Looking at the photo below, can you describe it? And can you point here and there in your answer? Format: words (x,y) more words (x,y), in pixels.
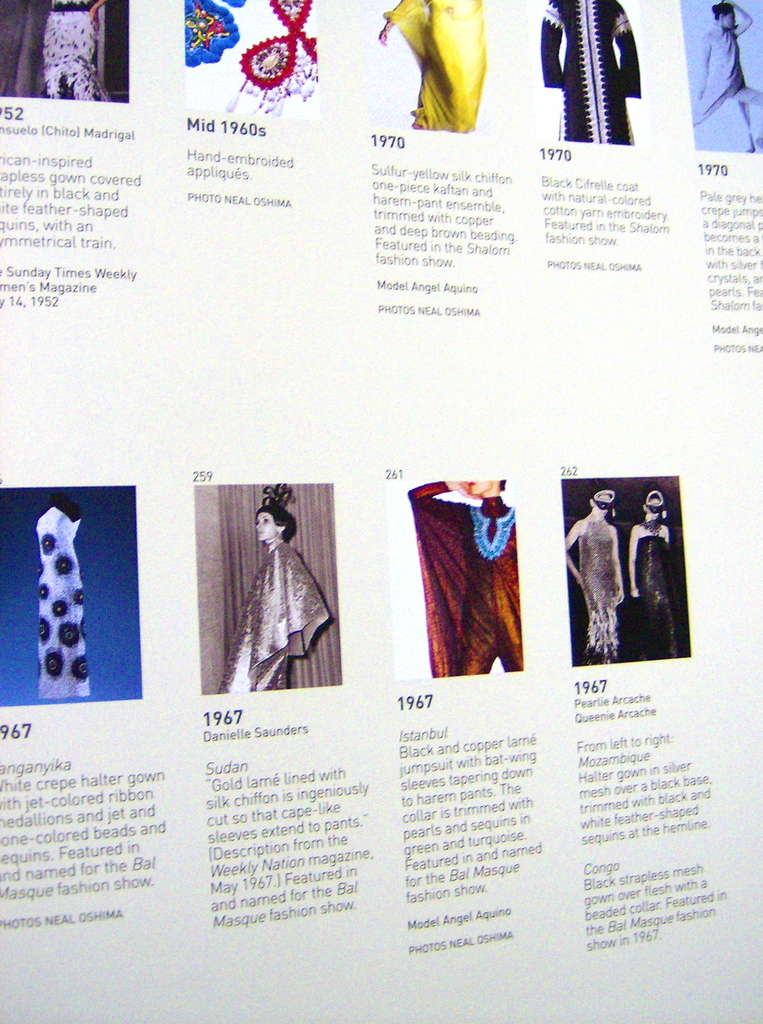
As we can see in the image there is a poster (404,260). On poster (422,177) there are few people (419,549) here and there.
